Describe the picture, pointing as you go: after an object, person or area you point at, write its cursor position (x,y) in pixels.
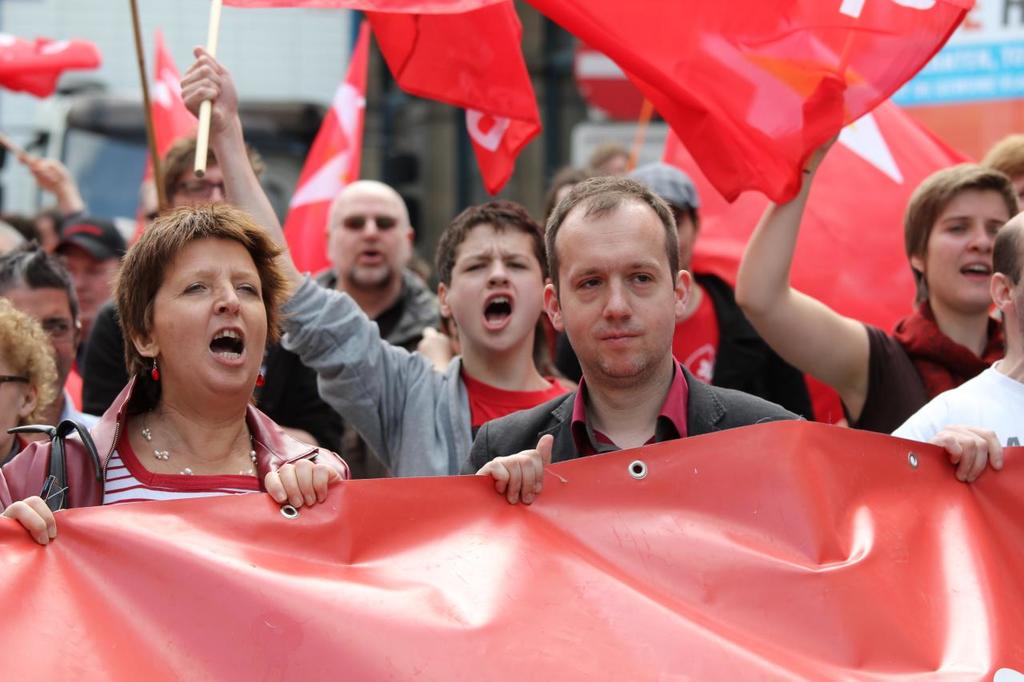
In this picture I can observe some people (203,284) on the road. There are men (563,438) and women (201,365) in this picture. Some of them are holding red color flags (348,92) in their hands (207,85). The background (238,57) is blurred.
